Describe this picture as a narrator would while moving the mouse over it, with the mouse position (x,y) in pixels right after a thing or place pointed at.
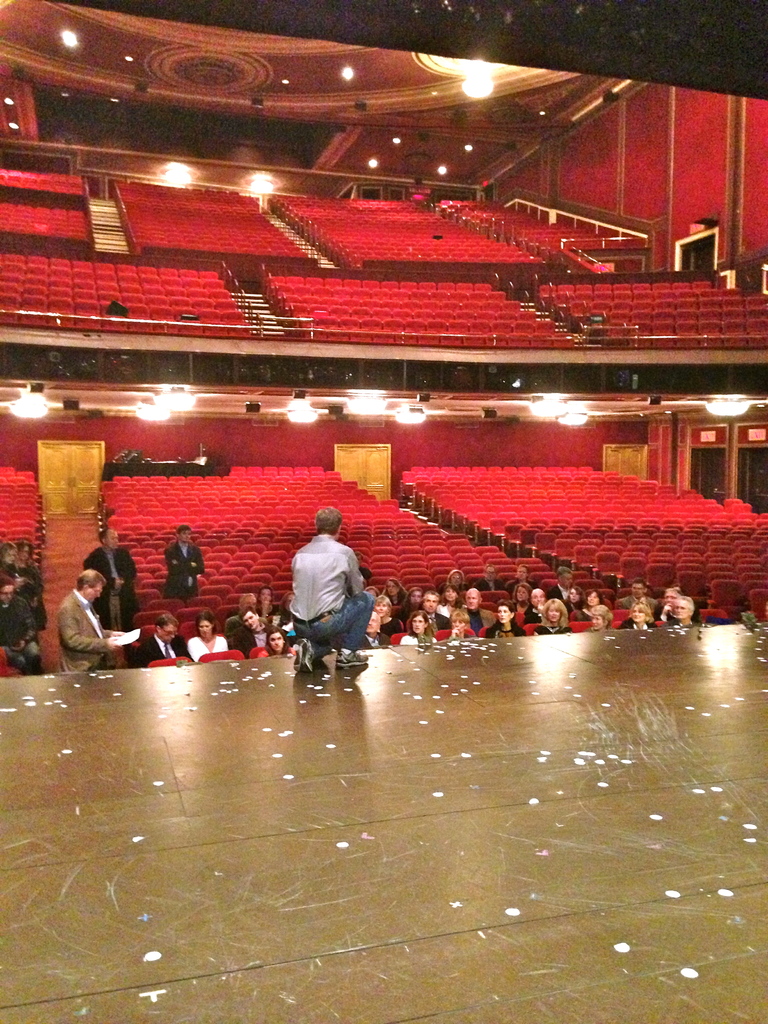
This picture describes about group of people (333,604), they are in the auditorium (306,507), few are seated on the chairs (252,573) and few are standing, in the background (137,413) we can find lights (712,413) and metal rods (491,226).
